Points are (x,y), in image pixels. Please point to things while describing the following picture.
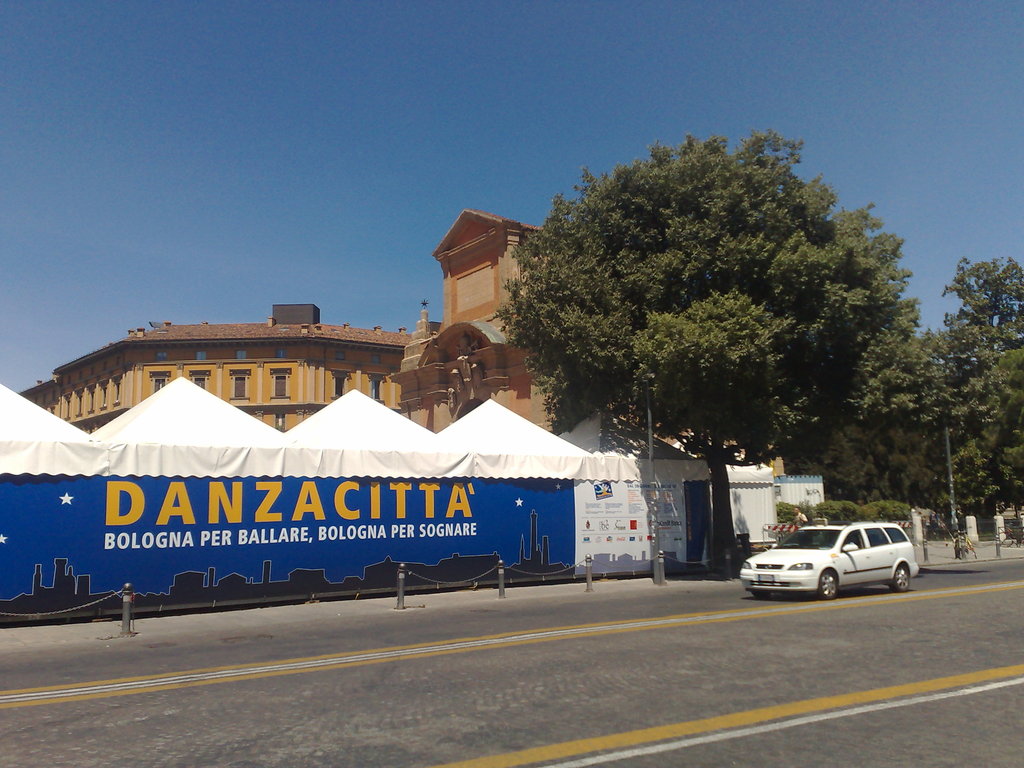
In this image I can see the road (722,647). On the road (872,588) there is a white color car (856,577). To the side of the car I can see the tents (385,468) and there is a board (356,541) to the tents (557,522). In the background (781,272) I can see the trees (661,336), building (454,301) and the blue sky (587,134).
